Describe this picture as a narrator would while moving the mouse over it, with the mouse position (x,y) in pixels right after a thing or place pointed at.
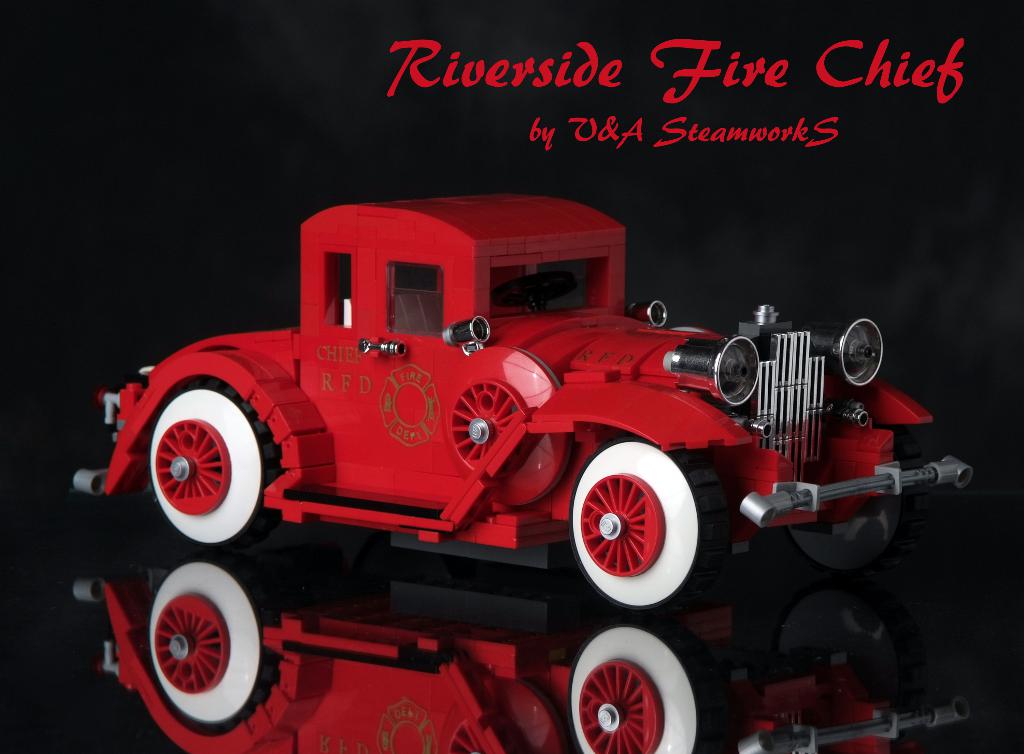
In the center of the image (486,409) we can see a toy car (624,467). At the top (608,128) there is text (683,86).
